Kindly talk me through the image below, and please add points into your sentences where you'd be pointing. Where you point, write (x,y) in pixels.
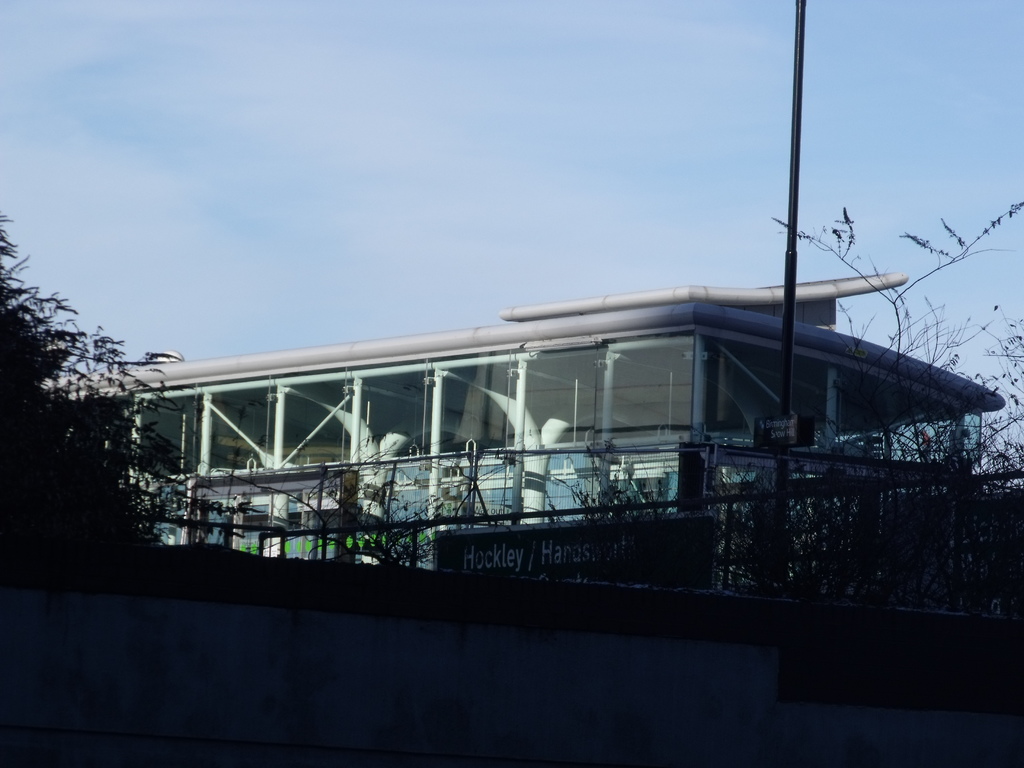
In this image, we can see a building (835,441). We can see a pole (785,460). We can see some boards (791,443) with text (783,437). We can see the fence (387,522). There are a few plants (814,550). We can see the sky (264,216).
